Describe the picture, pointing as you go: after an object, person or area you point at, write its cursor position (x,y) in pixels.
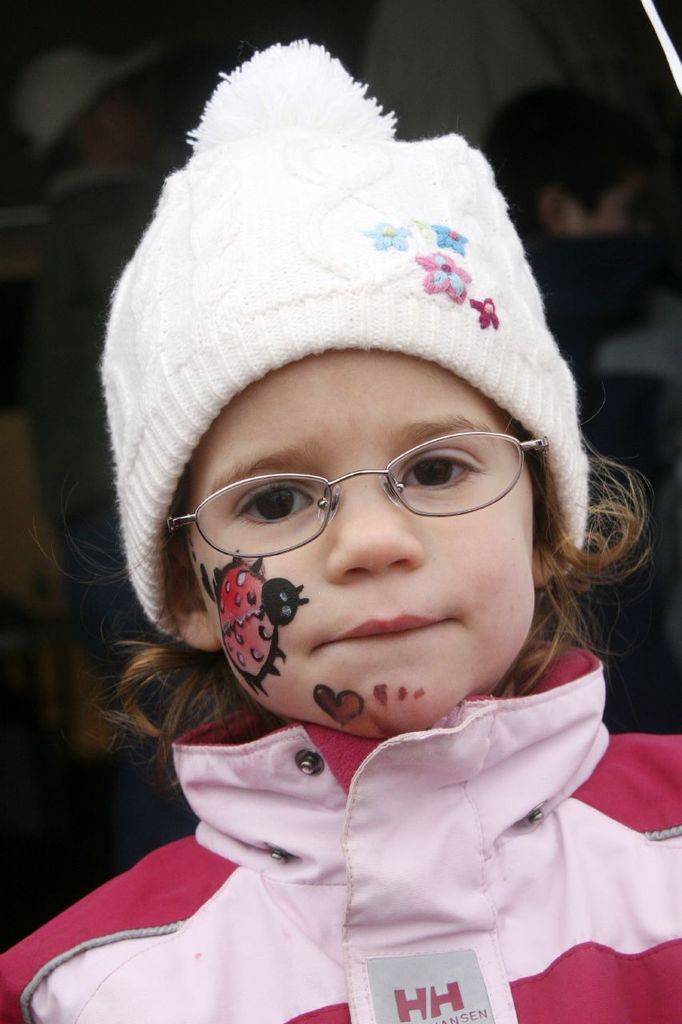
In this image we can see a girl (366,903) wearing glasses (288,497) and cap (258,320).
